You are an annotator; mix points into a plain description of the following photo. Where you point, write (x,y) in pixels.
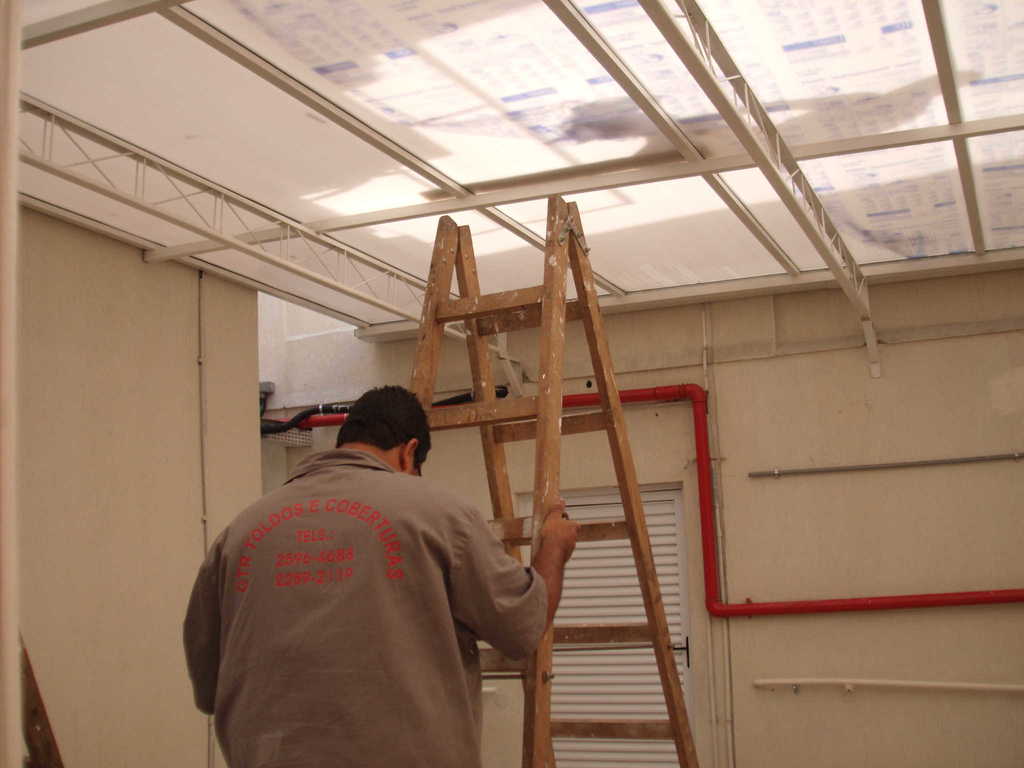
In the center of the picture (343,504) there is a person (411,683) holding a ladder (525,310). On the left (104,367) it is wall (227,371). On the right (699,486) there is pipe (701,517) on the wall (676,367). At the top there are iron frames (751,106) and ceiling (524,60). In the center of the background (317,391) there are pipes (317,407) and wall (336,399) and there is a window blind (591,679) also.
